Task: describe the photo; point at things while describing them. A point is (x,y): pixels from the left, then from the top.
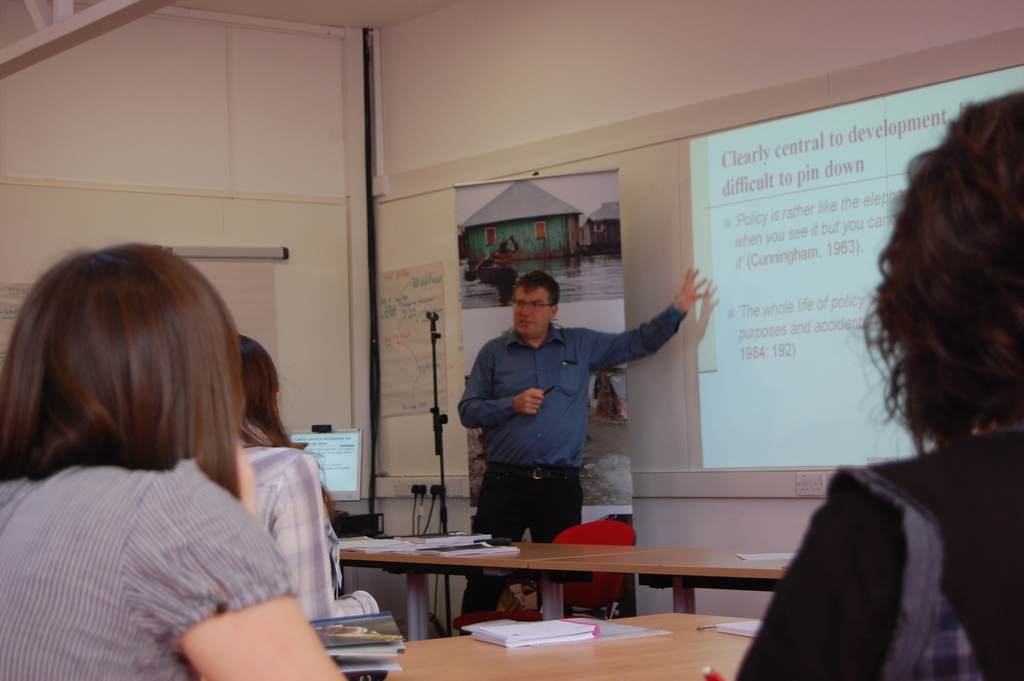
This man (563,500) is standing in-front of a screen (792,199). Screen (723,304) is attached to the wall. There are different type of posters (507,241) on wall (339,365). This persons (123,646) are sitting on a chair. On table (652,661) there are books (555,633) and papers (622,633). This is a monitor (335,471) with screen (335,479).
